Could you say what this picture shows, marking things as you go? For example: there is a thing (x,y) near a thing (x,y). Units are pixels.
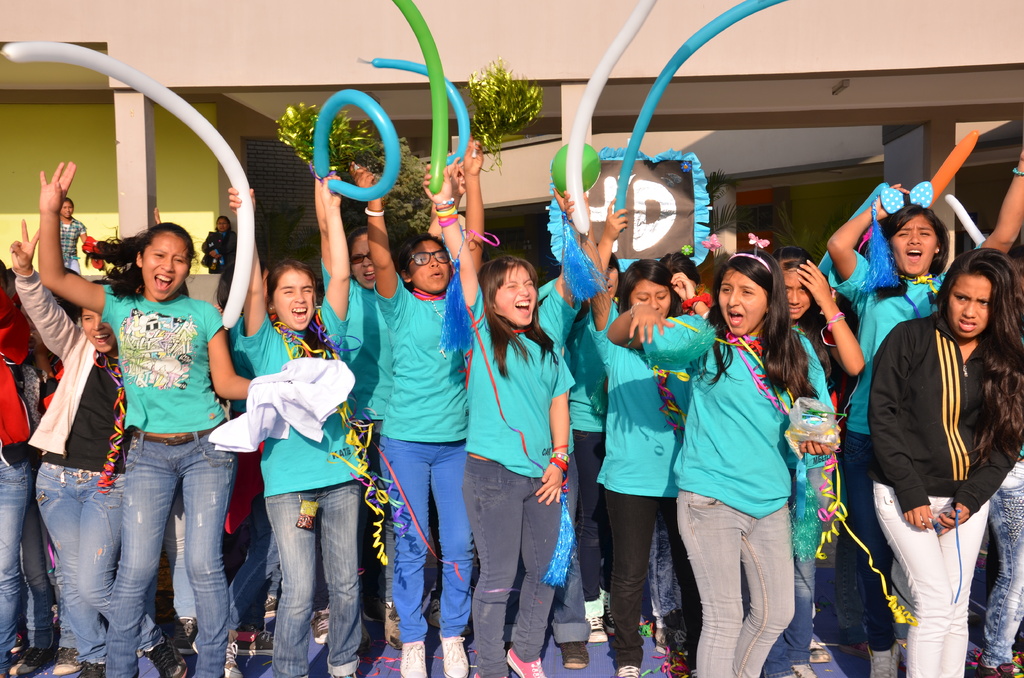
In this image, there are a few people (1018,508). Among them, some people (261,266) are holding balloons (590,168), ribbons (555,575). We can see the ground (643,655) and a board (680,152) with some text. We can also see the wall (891,1) with stone pillars (129,226).
